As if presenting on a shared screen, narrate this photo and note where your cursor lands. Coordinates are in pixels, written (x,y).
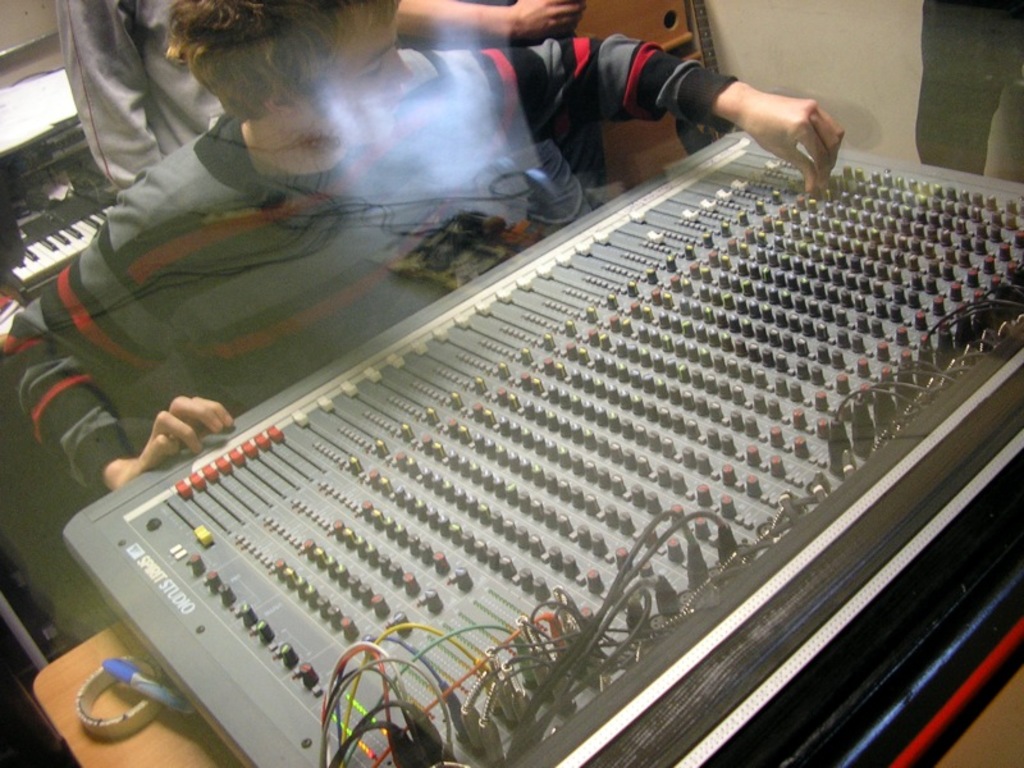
In this picture, we see a mixing console (455,537), which is placed on the table (154,661). We even see a tape (90,719) and pen (129,663) are placed on the table (160,749). The man (80,323) in grey T-shirt (285,251) is sitting in front of the table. Behind him, we see a man (129,82) in grey shirt (157,80) is standing. Behind him, we see a musical instrument (58,215), which looks like a keyboard (69,158). On the right side (805,67), we see a wall (768,46).
